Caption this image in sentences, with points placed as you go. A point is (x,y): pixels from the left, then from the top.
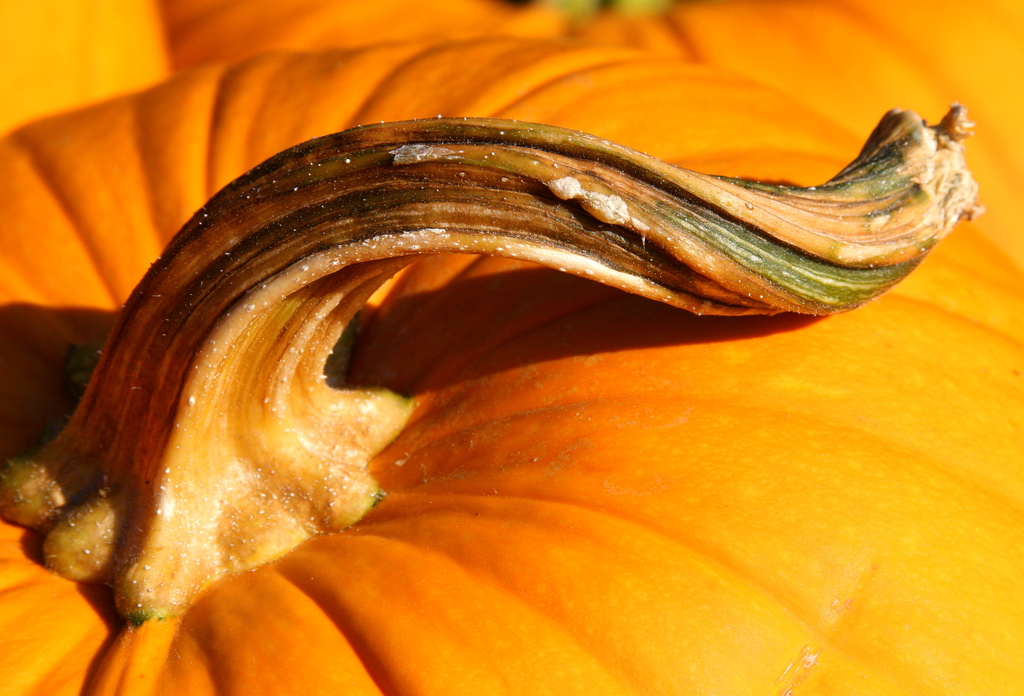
In this picture there are pumpkins (557,242).
